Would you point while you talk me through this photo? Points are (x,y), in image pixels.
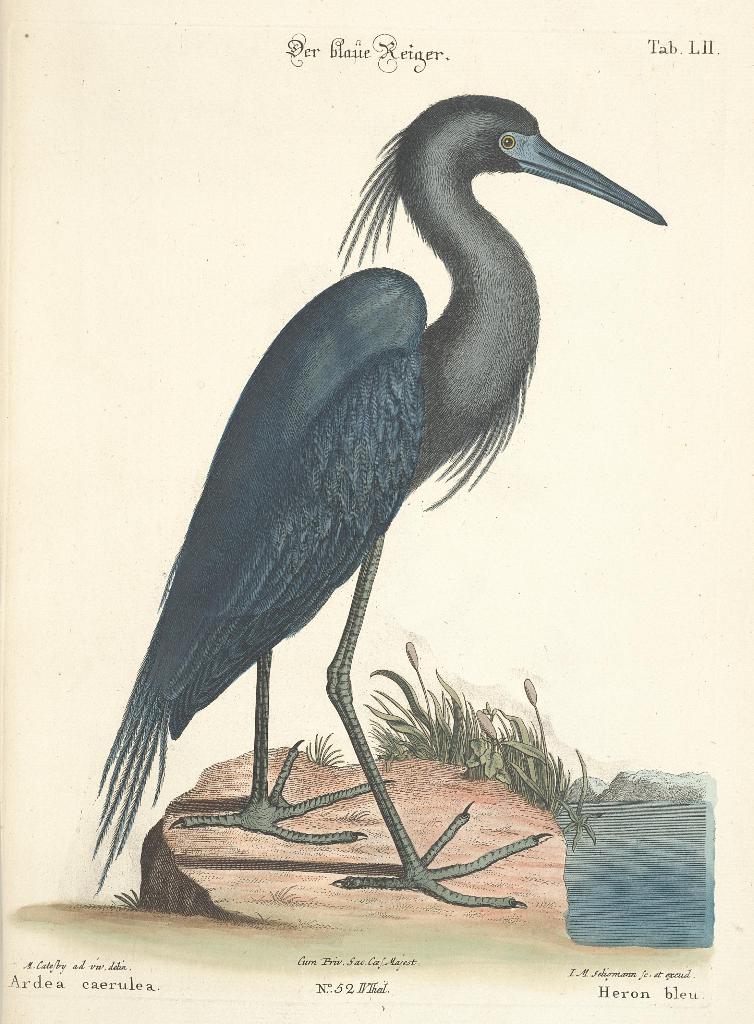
In this image I can see the paper (296,832). On the paper (312,1004) I can see the bird (329,393) with black, ash and blue color. It is on the rock (225,841). To the right (617,869) I can see some plants (423,729) and the water (600,829). I can see something is written on the paper (61,795).
